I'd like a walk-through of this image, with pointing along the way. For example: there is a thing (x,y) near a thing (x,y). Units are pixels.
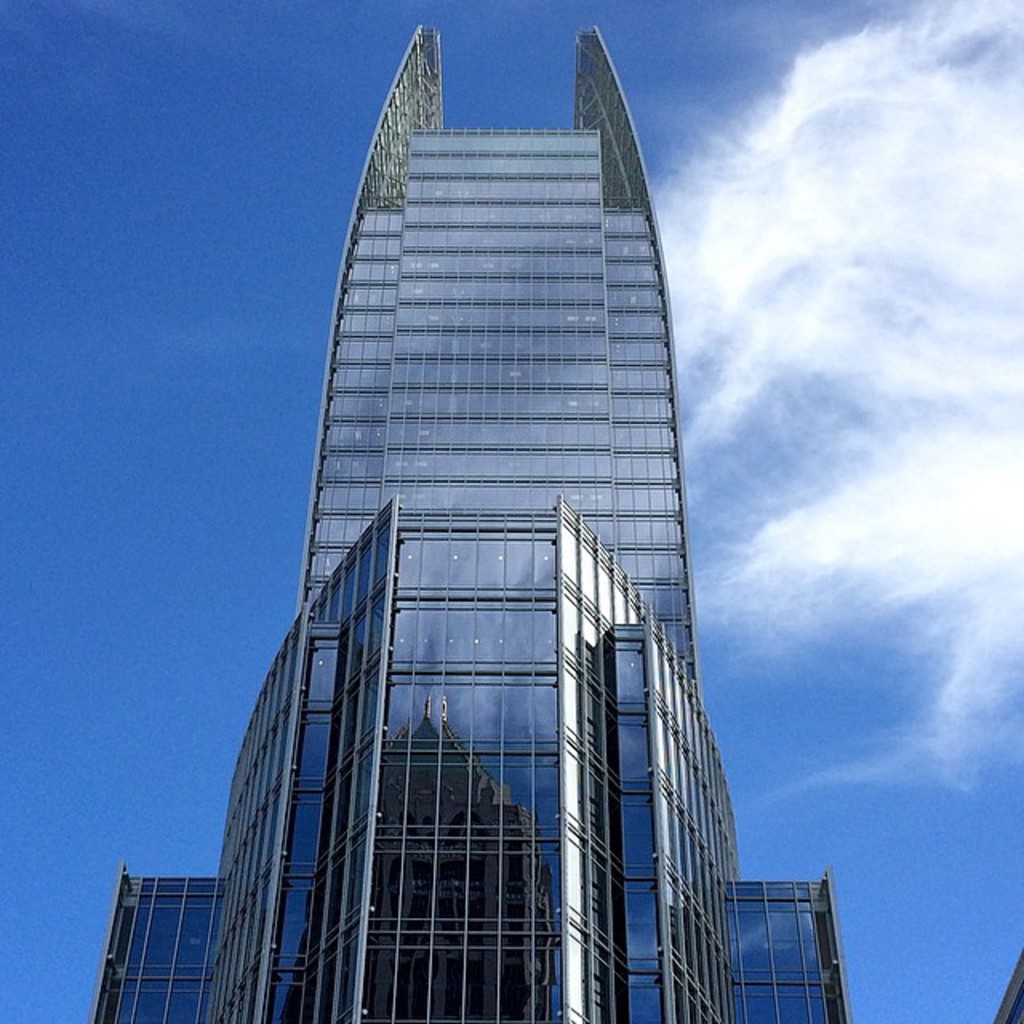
In the picture I can see the glass tower building (329,531) in the middle of the image (427,437). There are clouds (702,280) in the sky (168,419).
